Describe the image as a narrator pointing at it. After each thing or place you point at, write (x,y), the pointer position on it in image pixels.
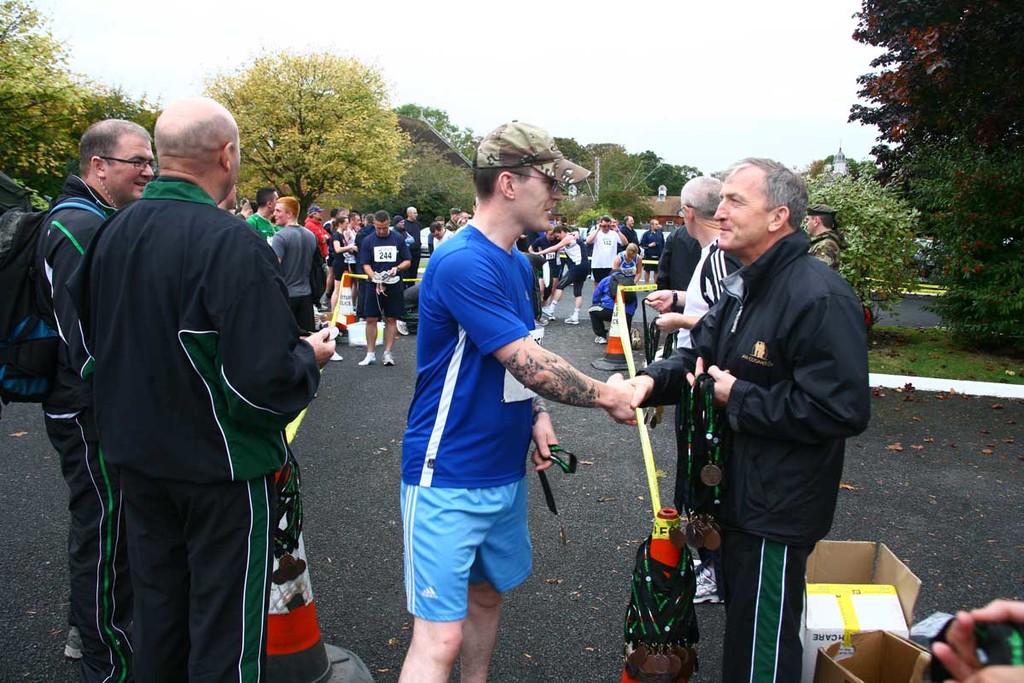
In this image we can see persons (521,459) on the road (532,449), traffic cones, cardboard cartons (850,579), ground (932,432), shredded leaves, buildings (415,137), poles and sky (557,10).
